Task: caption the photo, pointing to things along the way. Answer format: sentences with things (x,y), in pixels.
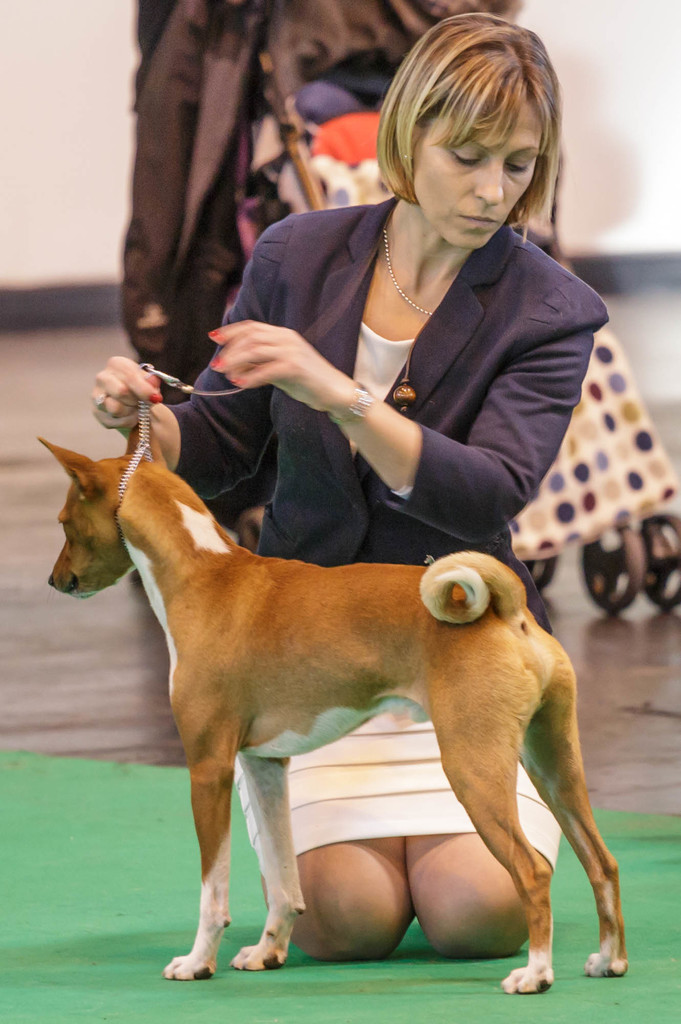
In the picture there is a woman (522,470) and a dog (299,612). The woman (515,465) is wearing a white dress (364,758) and a beautiful blue jacket (356,342) over it. She is holding the dog (264,650) with the help of chain (140,450). There is a carpet (51,783) on the floor (72,656). Behind them there is a trolley (652,556) and clothes (193,186) are placed over it.
